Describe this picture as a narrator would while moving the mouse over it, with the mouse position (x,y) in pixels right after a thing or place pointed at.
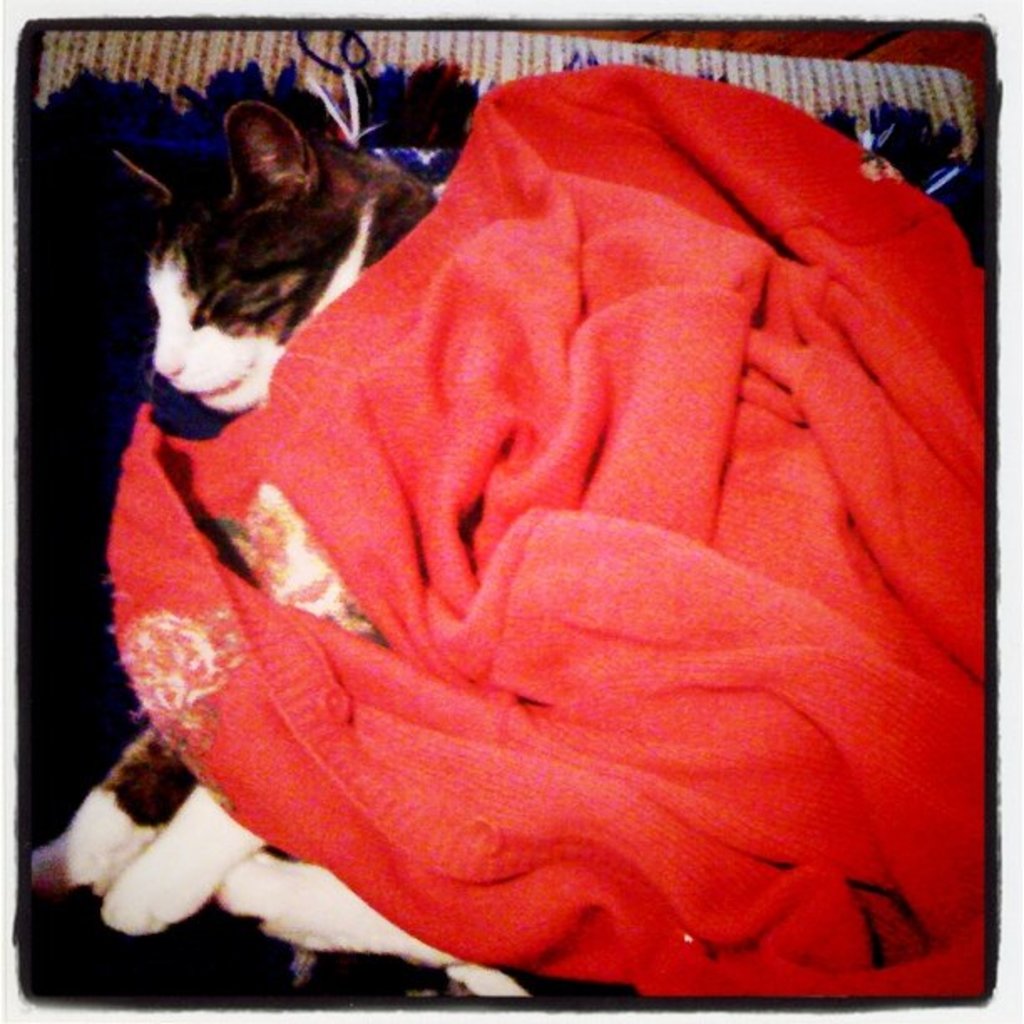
In this image, we can see a cat (190,281) and a cloth (738,131) on the rug (40,320).
